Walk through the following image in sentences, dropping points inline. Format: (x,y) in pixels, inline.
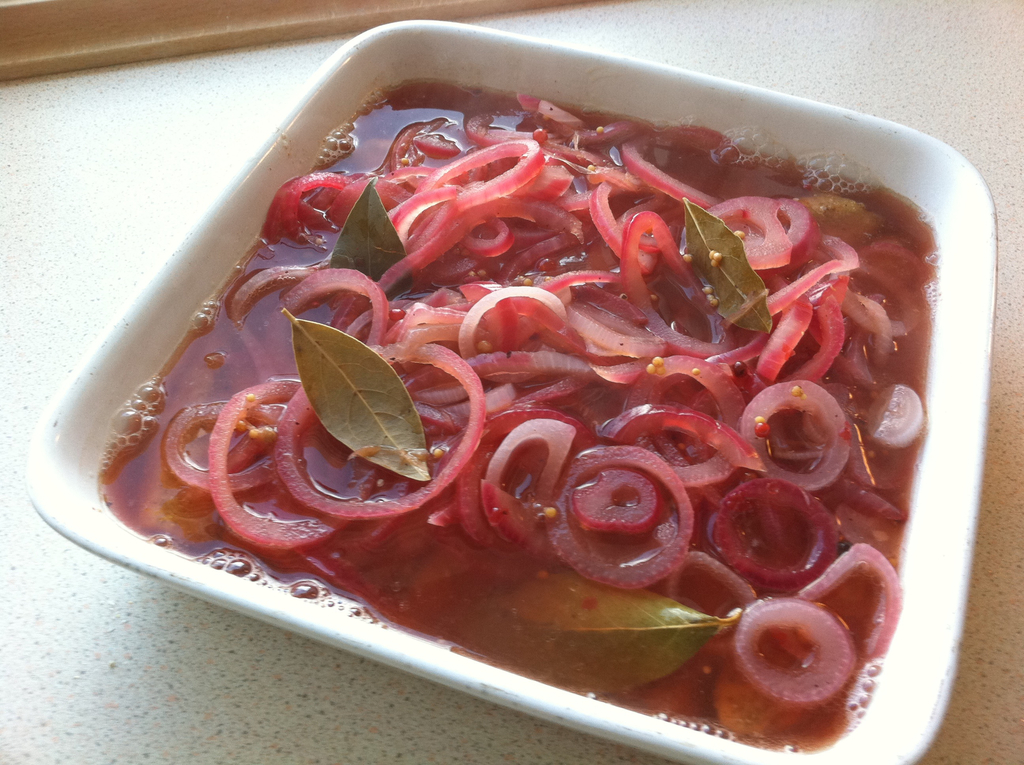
In this image we can see red onions (458,371) in the bowl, with the bay leaves (328,331).
